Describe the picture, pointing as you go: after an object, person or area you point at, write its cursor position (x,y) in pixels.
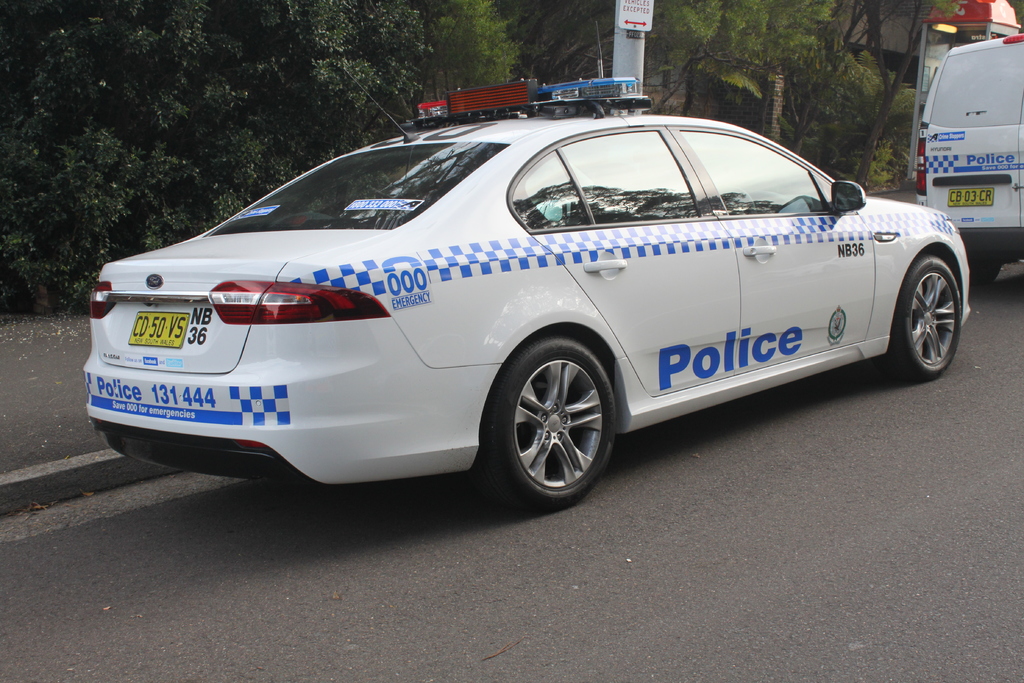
In this image I can see cars (175,258) on the road (680,432). In the background (643,53) I can see trees (320,68), pole (638,42) and houses (780,113). This image is taken during a day.
